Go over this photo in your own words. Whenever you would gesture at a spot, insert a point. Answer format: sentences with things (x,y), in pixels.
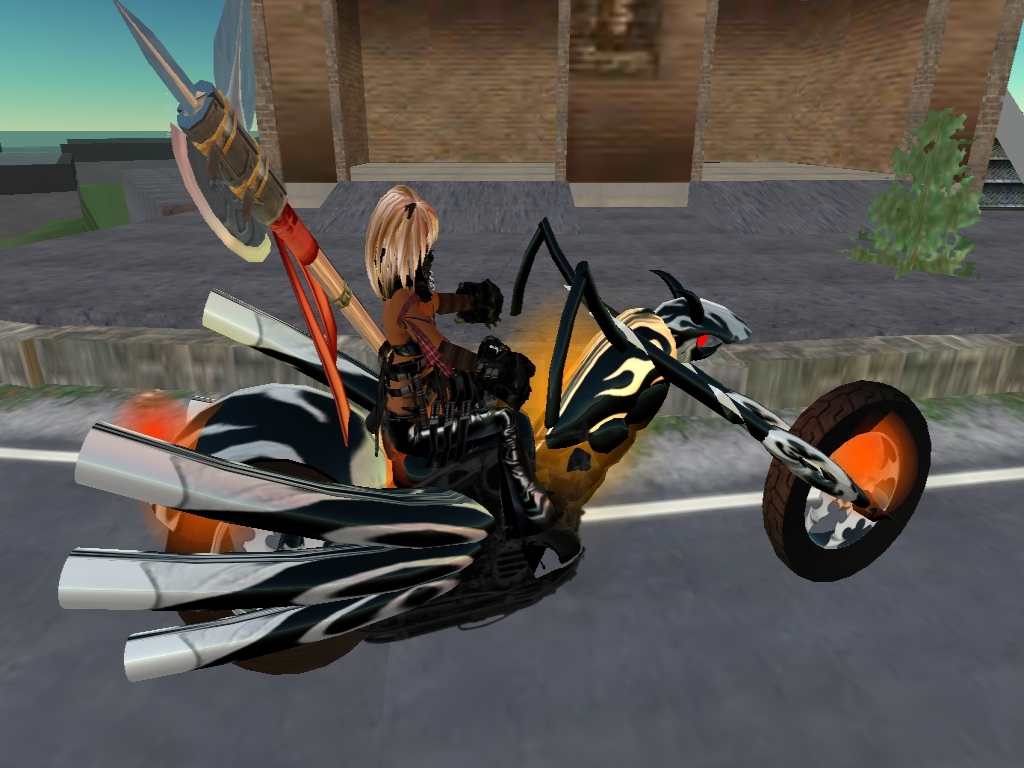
This is an animated image. In this image there is a person (388,295) on a vehicle (422,526). In the back (446,115) there is a building (683,66). Also there is a plant (894,189).
